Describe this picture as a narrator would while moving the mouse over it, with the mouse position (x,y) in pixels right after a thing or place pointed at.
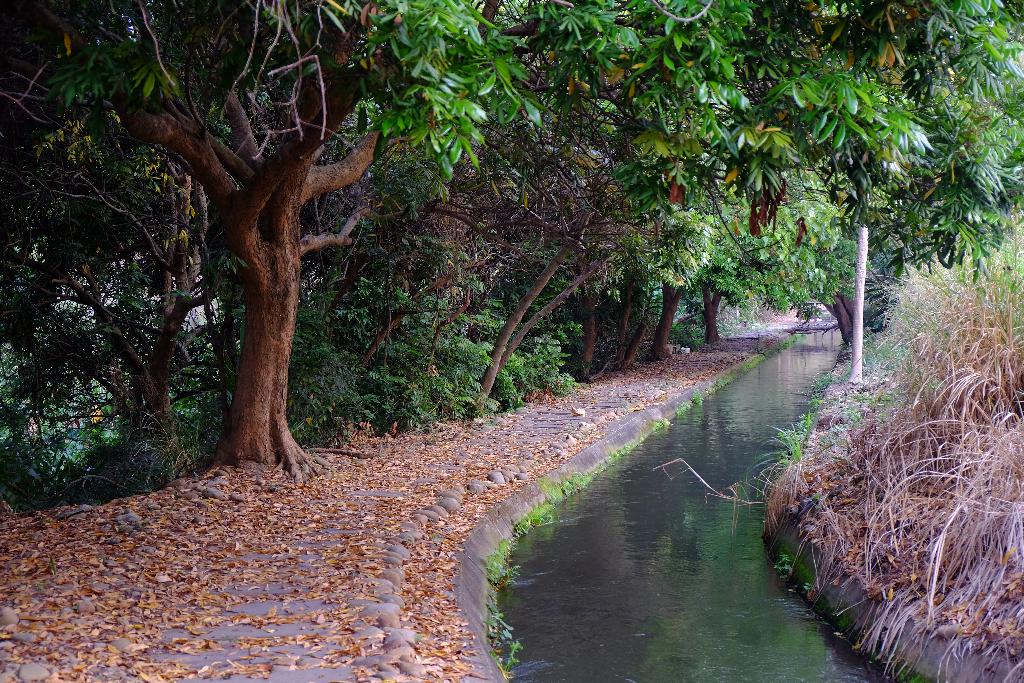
There are water (730,553) and there are trees (360,264) in the left corner (288,222).
